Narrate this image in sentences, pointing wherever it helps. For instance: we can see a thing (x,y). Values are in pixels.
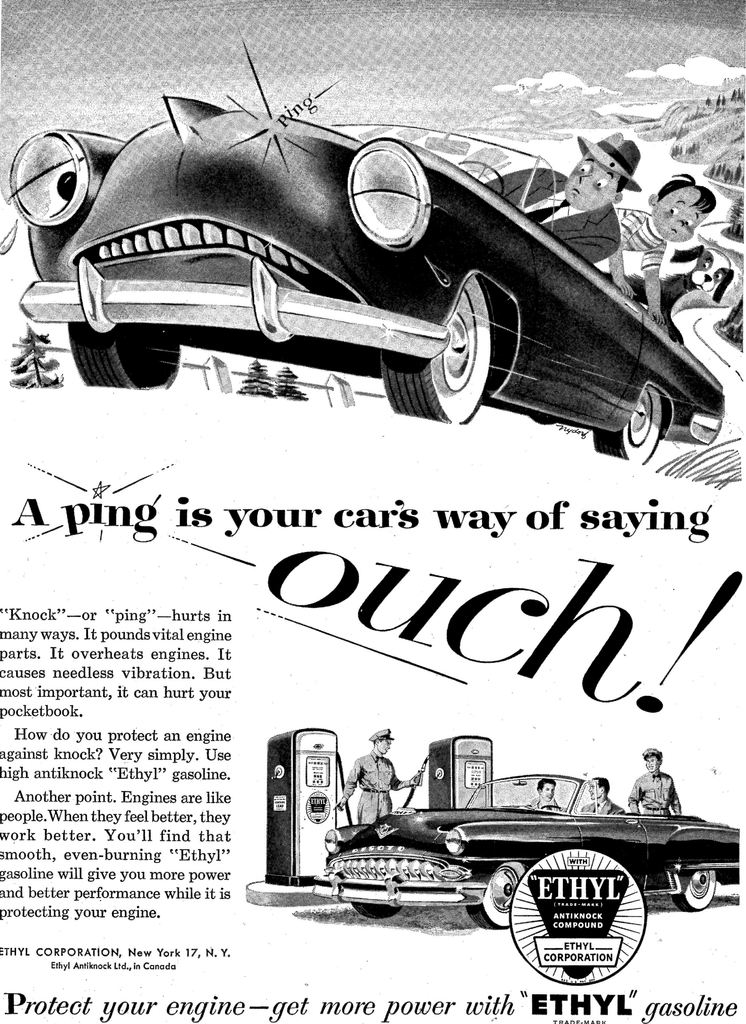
In the picture we can see a magazine (355,964) with a cartoon image (602,100) of a car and a man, a boy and a dog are sitting in and under it we can see some information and another image (716,906) under it with a car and two people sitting in it.
